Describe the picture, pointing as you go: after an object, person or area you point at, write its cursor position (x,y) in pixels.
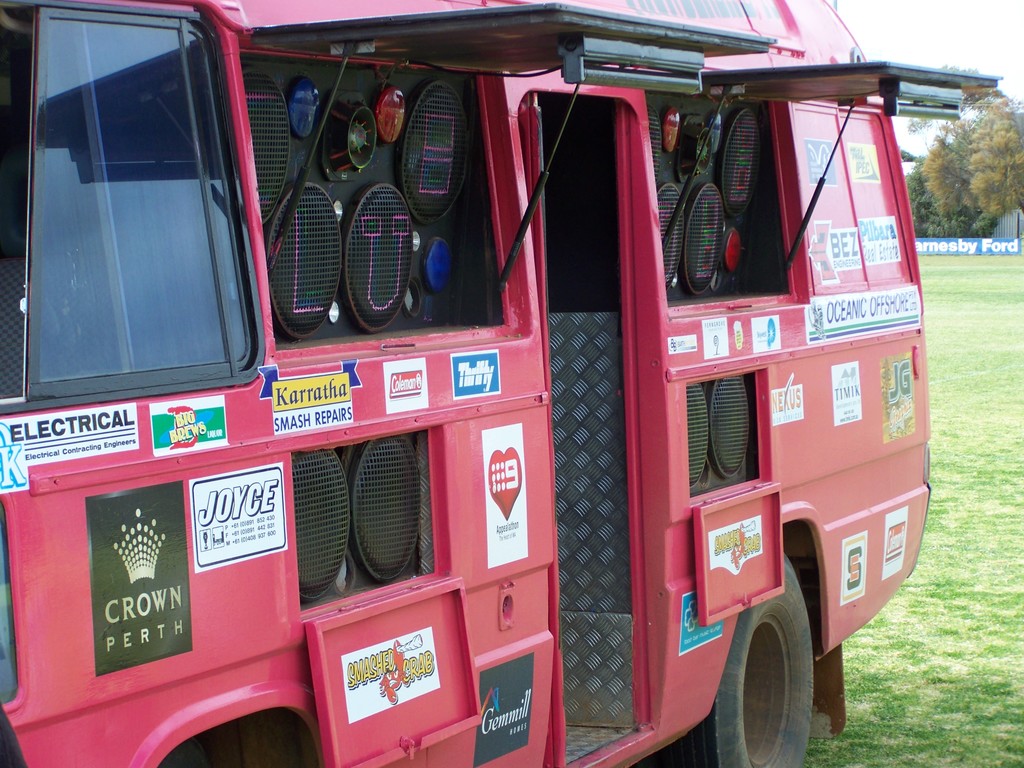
In this picture we can see a vehicle (607,499) on the ground (964,328) and in the background (966,350) we can see an advertisement board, trees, grass (956,312) and an object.
